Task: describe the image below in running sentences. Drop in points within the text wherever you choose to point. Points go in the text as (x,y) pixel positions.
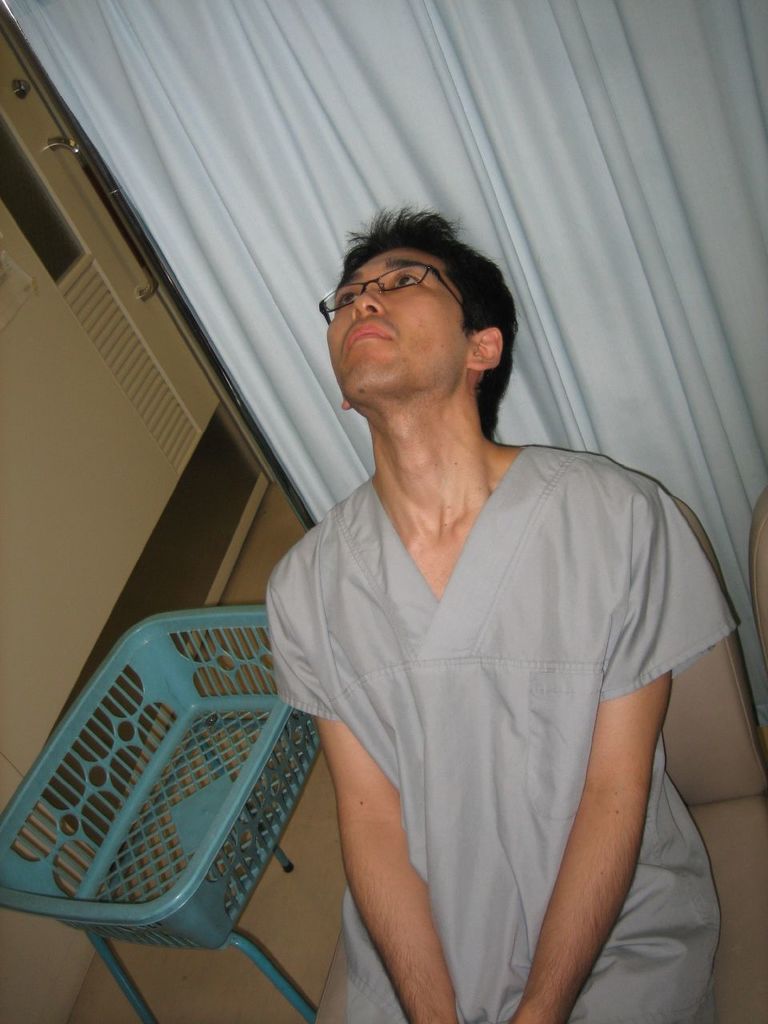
There is a person (581,792) sitting on a chair (692,764) and wearing specs (387,277). Behind him there is a curtain (529,260). Near to him there is a basket (148,847) with stands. Also there is a door (177,333).
